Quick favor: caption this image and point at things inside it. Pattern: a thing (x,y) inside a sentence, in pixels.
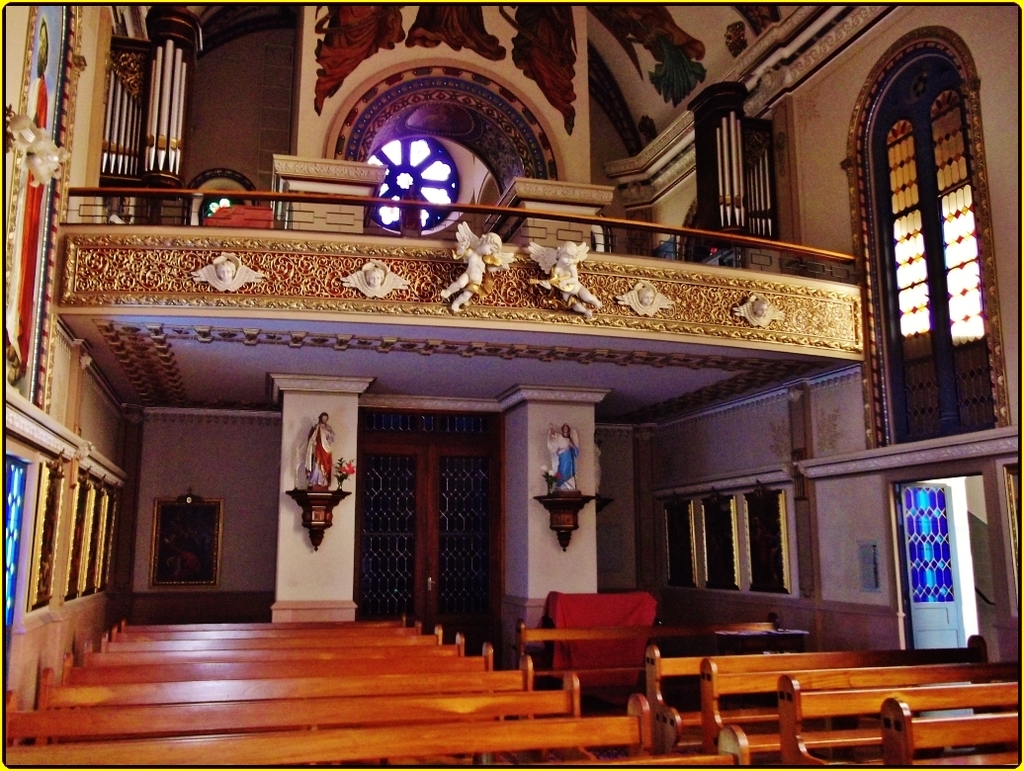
In this image we can see few benches (664,660) in a room (602,525), doors (375,496), windows (951,355) and statues (571,453) attached to the wall (229,525).
